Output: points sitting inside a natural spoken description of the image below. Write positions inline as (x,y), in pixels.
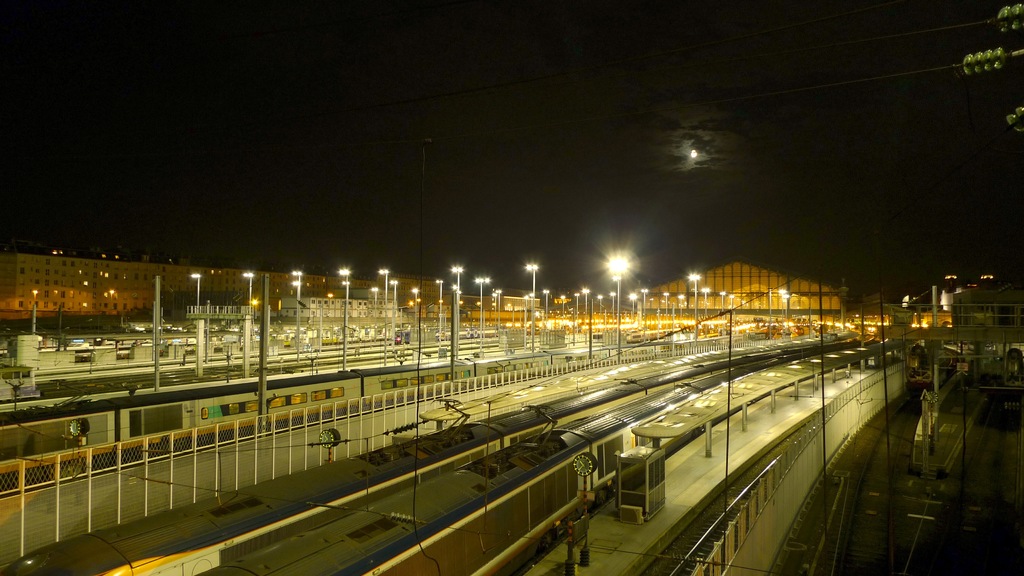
Here we can see trains (738,368), fence (97,510), lights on poles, platforms (758,425) and wires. Background (485,130) we can see buildings (671,291) and sky (386,192).
